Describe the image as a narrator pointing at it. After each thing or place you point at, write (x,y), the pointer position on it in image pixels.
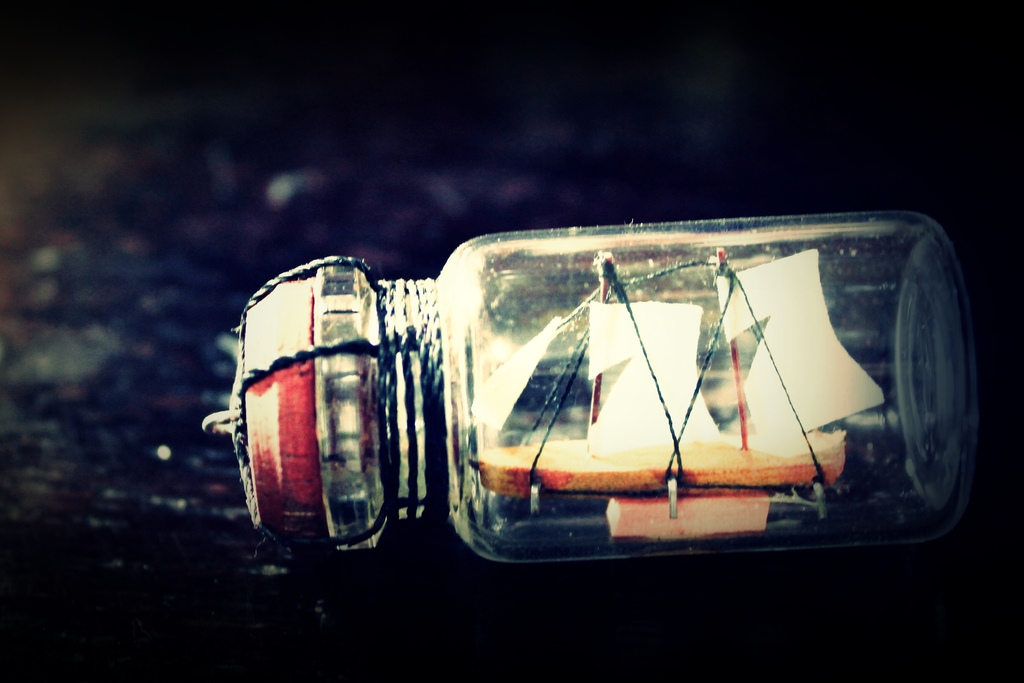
In this image we can see a miniature ship (703,468) inside a bottle (313,505) tied with a thread (392,428) placed on the surface (603,587).
